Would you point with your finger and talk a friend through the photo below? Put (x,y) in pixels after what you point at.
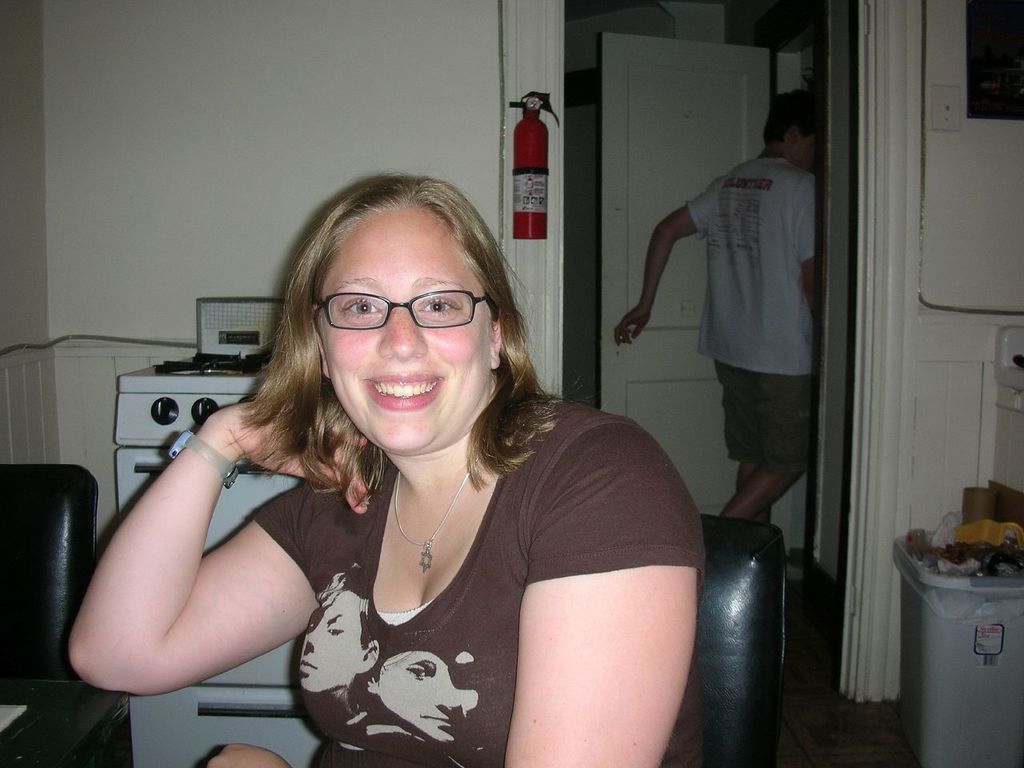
There is a woman (603,414) in brown color t-shirt (561,539) smiling and sitting on a chair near a stove (142,377) and table (63,695). In the background (818,683), there is a dustbin (966,707) on the floor (818,683), there is a person (771,176) in white color t-shirt (764,214) walking near a door (642,282) and there is white wall (428,18).
